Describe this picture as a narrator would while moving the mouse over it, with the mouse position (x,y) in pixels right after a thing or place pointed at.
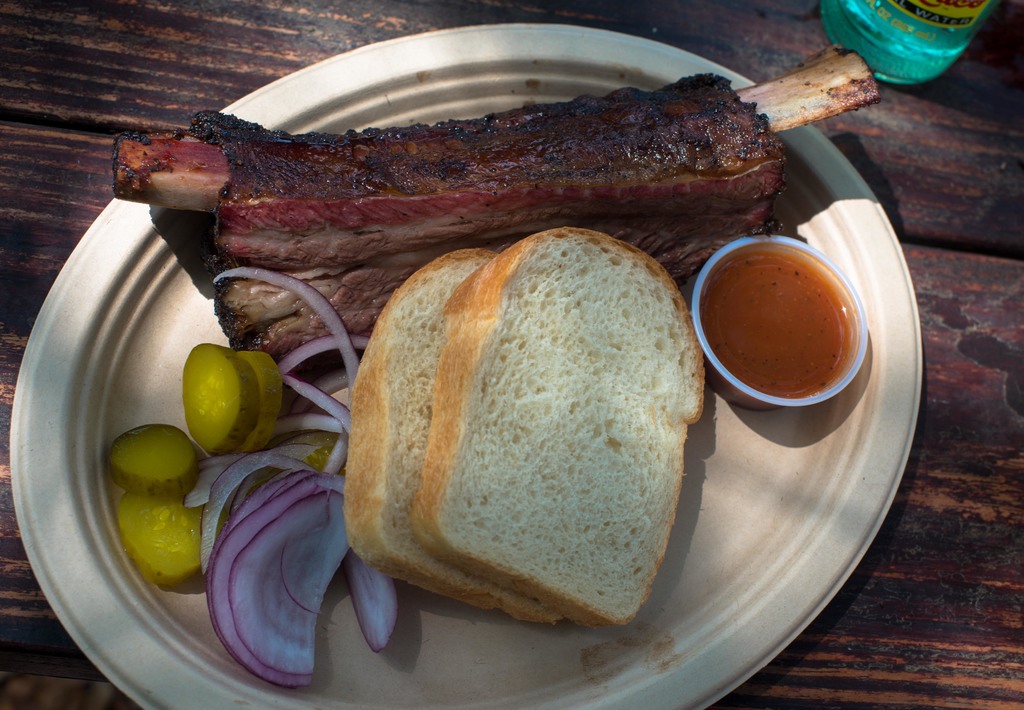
In this image we can see meat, sauce (796,302) in a cup (819,318) and some slices of bread (505,522) and vegetables (368,605) in a plate (671,551) which are placed on the wooden surface (911,648). We can also see an object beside it.
